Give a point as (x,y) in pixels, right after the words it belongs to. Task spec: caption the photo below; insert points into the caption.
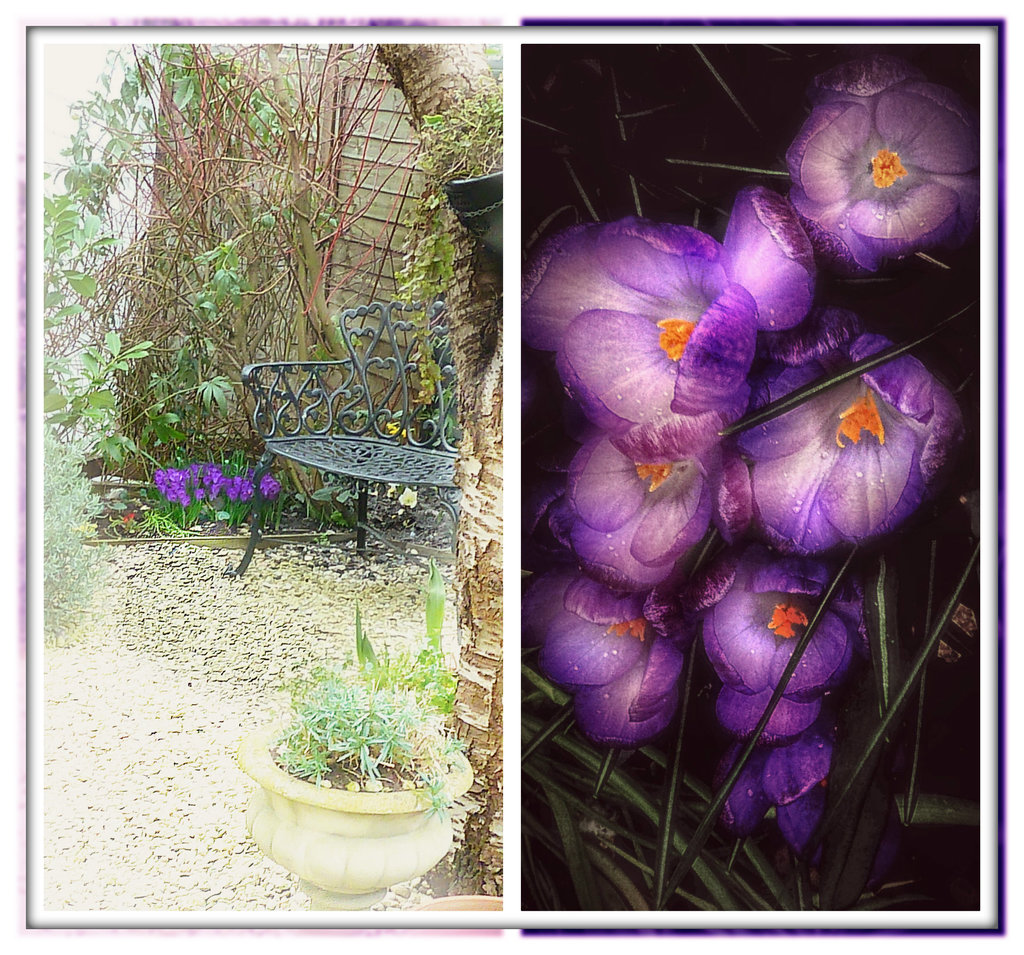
This is a collage image. On the left side of the collage image we can see creepers (233,204), plants (267,506), house plant (357,729), tree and a bench (399,455) on the ground (218,629). On the right side of the collage image we can see the animated image of flowers (800,806).
